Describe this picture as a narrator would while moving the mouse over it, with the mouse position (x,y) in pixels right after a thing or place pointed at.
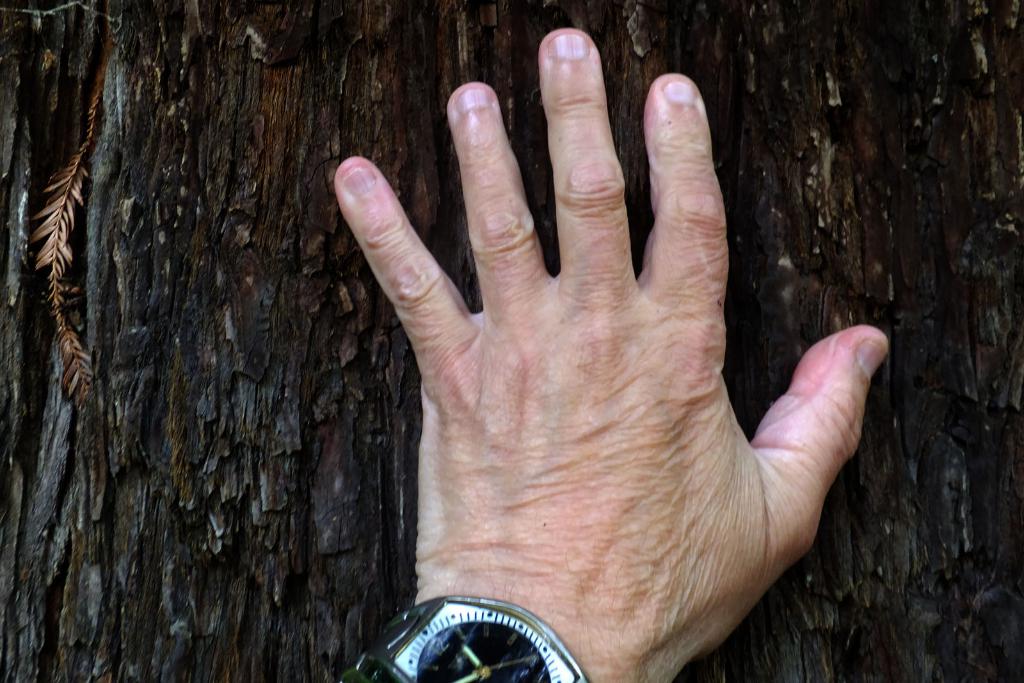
In this picture I can observe a hand (569,396) of an old man (558,285). He is wearing watch (461,658). In the background (274,457) I can observe a trunk (224,296) of a tree (233,187) which is in brown and black color.
